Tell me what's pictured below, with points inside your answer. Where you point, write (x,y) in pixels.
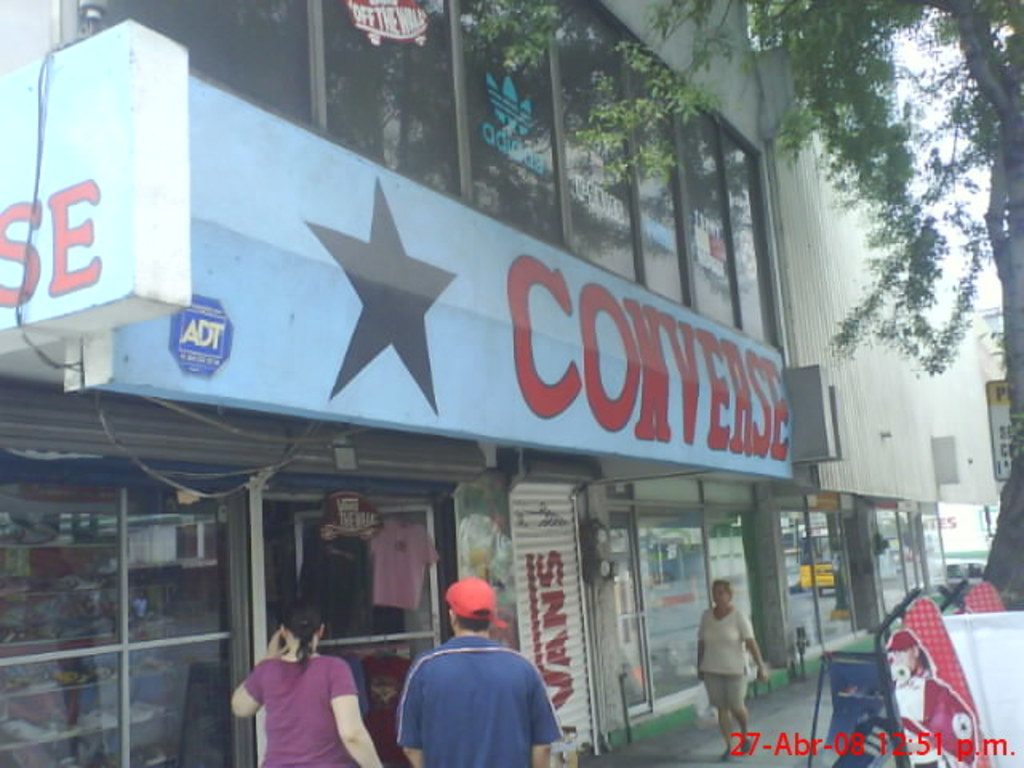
This picture is clicked outside. In the center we can see the group of persons (244,704). On the left (58,244) we can see the text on the building (609,204) and we can see the text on the banners (337,534) and we can see the clothes (396,580) and many other objects (10,681). On the right (918,250) we can see the tree (922,292) and some other objects (876,670). In the bottom right corner (812,741) we can see the text (813,740) and numbers (940,750) on the image.
